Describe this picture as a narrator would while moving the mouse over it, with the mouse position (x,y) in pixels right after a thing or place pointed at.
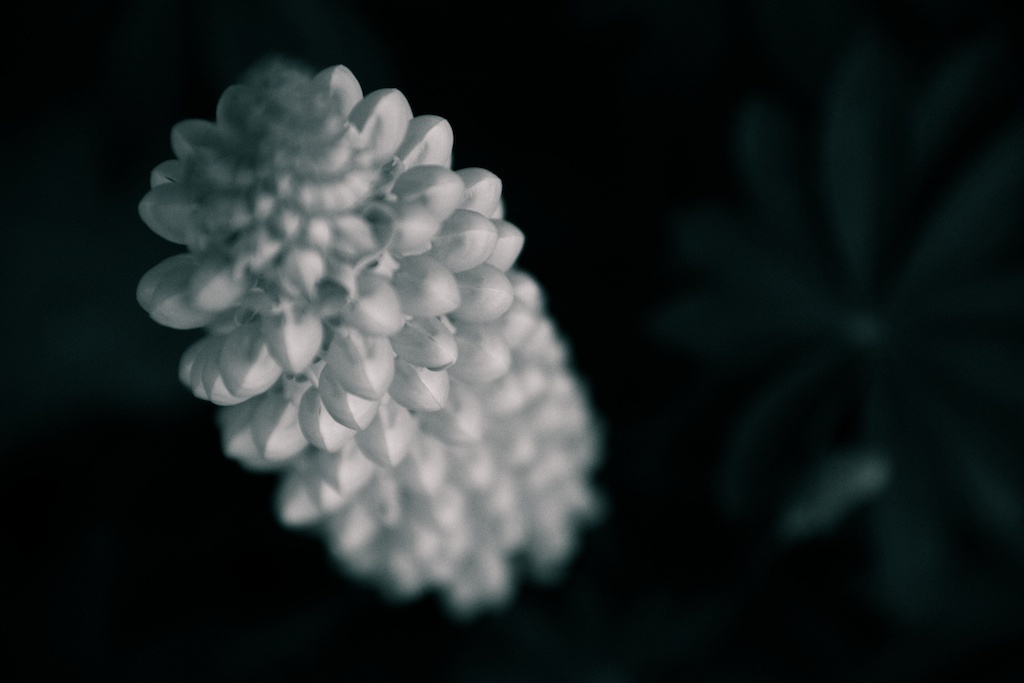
In the center of the picture (515,303) there is a white color object (433,439), they might be the buds (410,301). Around the white color object (442,205) it is dark and blurred.
